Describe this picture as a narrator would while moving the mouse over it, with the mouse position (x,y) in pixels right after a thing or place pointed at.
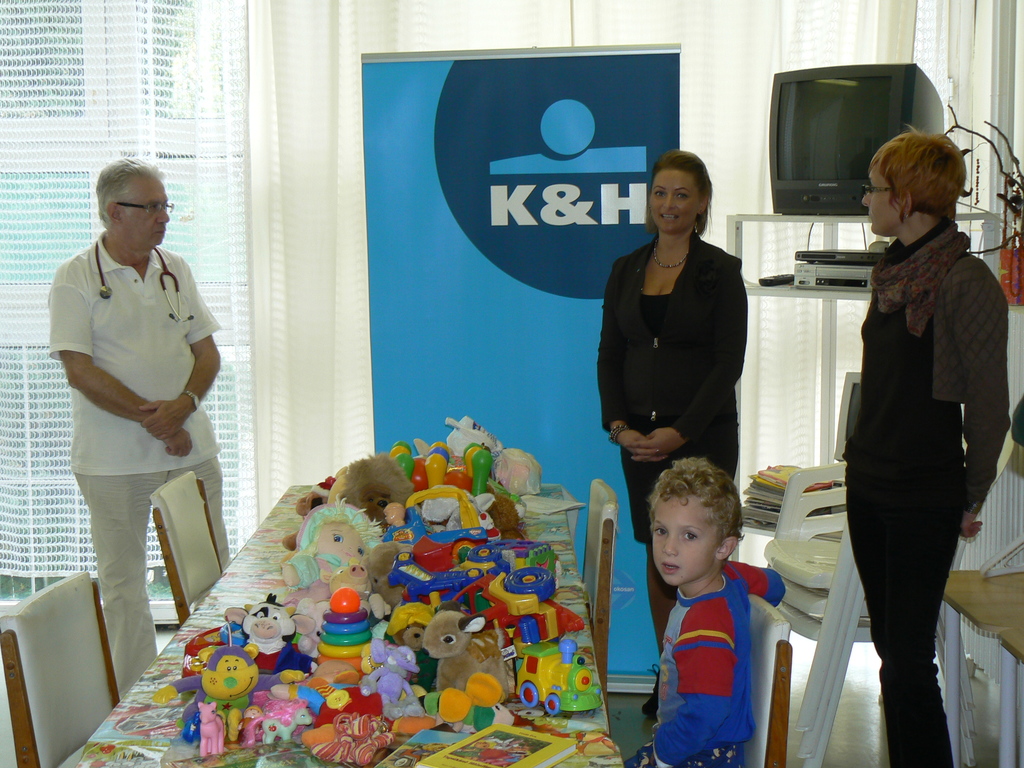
In this image I can see four persons (56,303), the person (697,638) in front (662,569) sitting on the chair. I can also see few toys (288,538) on the table (238,595), background (560,312) I can see blue color banner (575,293), a television (772,124) and curtain (307,96) in white color.
